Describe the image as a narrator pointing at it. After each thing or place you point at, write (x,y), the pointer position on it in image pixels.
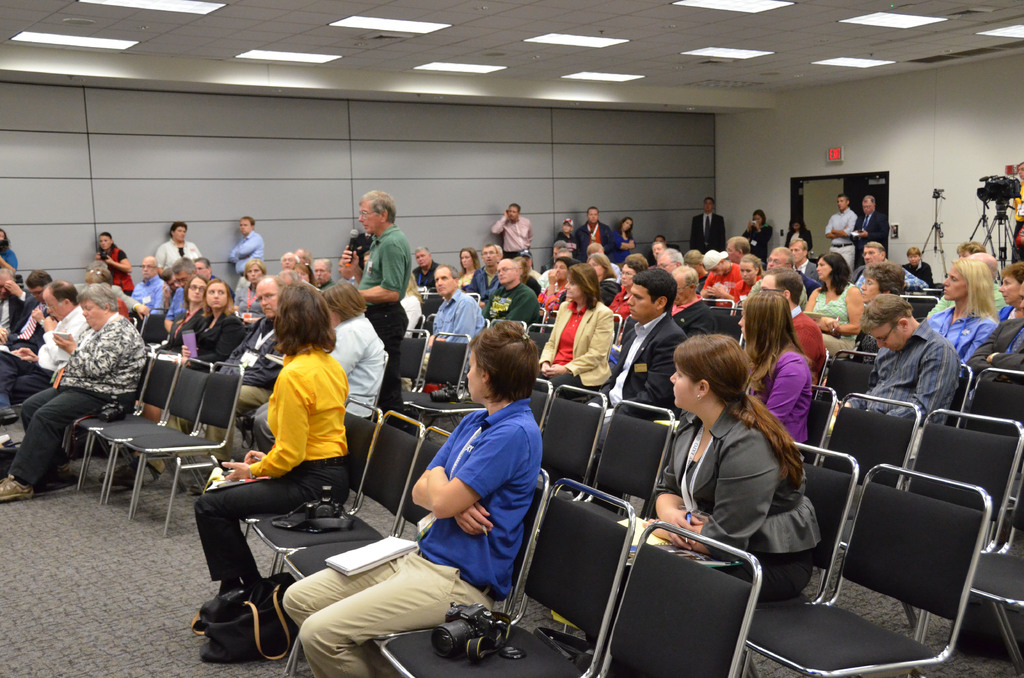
In this image there are a group of people (362,384) who are sitting on a chair (543,486) and some of them are standing and on the top (295,55) there is a ceiling (462,12) and some lights (578,44) are there and, on the right side (841,122) there is a wall (935,123) and cameras (980,198) are there and in the center (458,226) there is a wall (350,180).
